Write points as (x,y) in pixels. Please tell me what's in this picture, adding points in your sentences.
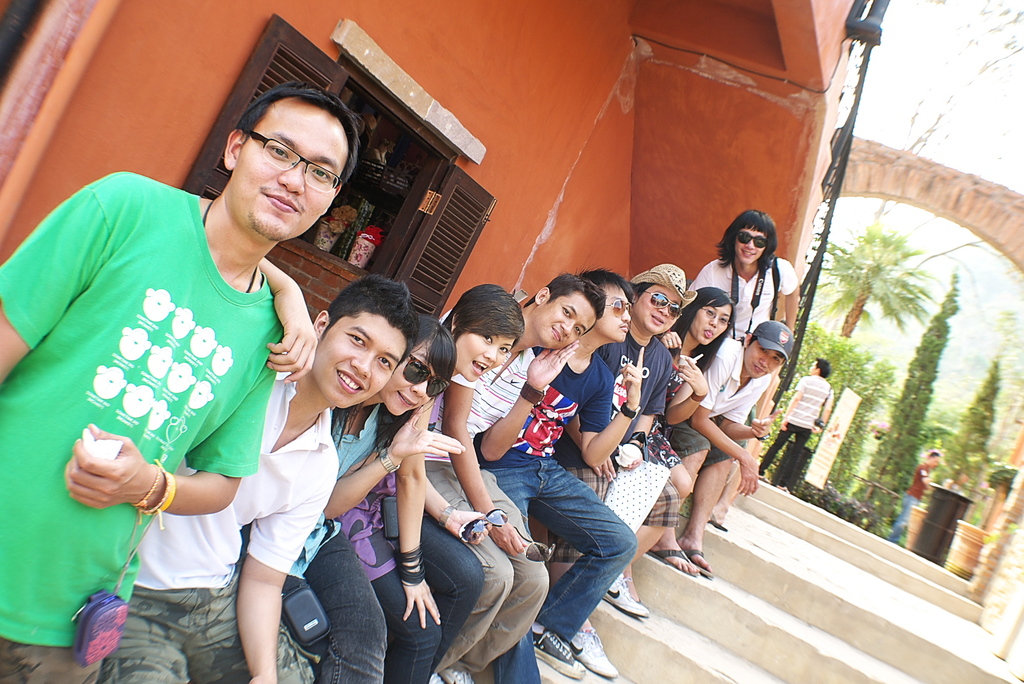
In this image there are two people (332,176) standing and rest (666,275) all sitting one after the other on the left side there is a window (385,248) and on the right side (749,498) there is the stair (787,595) and at the back (926,366) we can see some trees (936,356).
